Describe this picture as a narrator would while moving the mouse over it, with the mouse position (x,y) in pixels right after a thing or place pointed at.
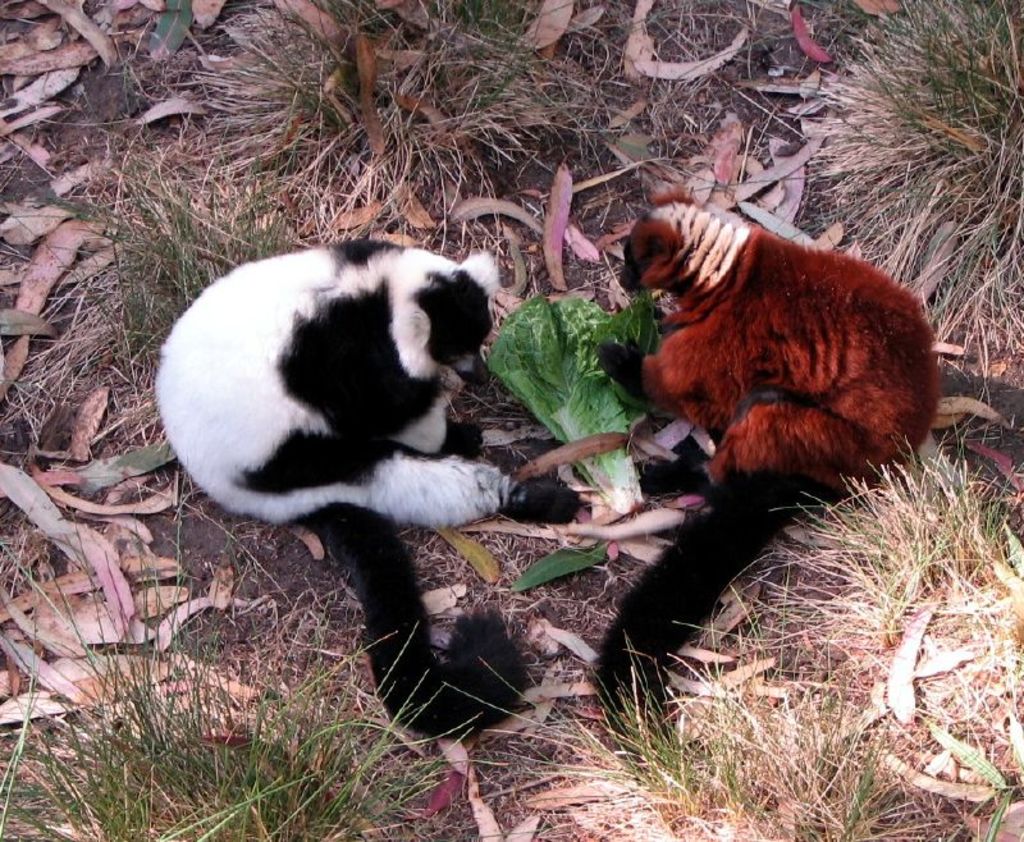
In this image there are two Lemurs (446,439) are sitting on the surface ground (233,533) as we can see in middle of this image (609,287). There is some grass (254,78) in the corners of this image.
